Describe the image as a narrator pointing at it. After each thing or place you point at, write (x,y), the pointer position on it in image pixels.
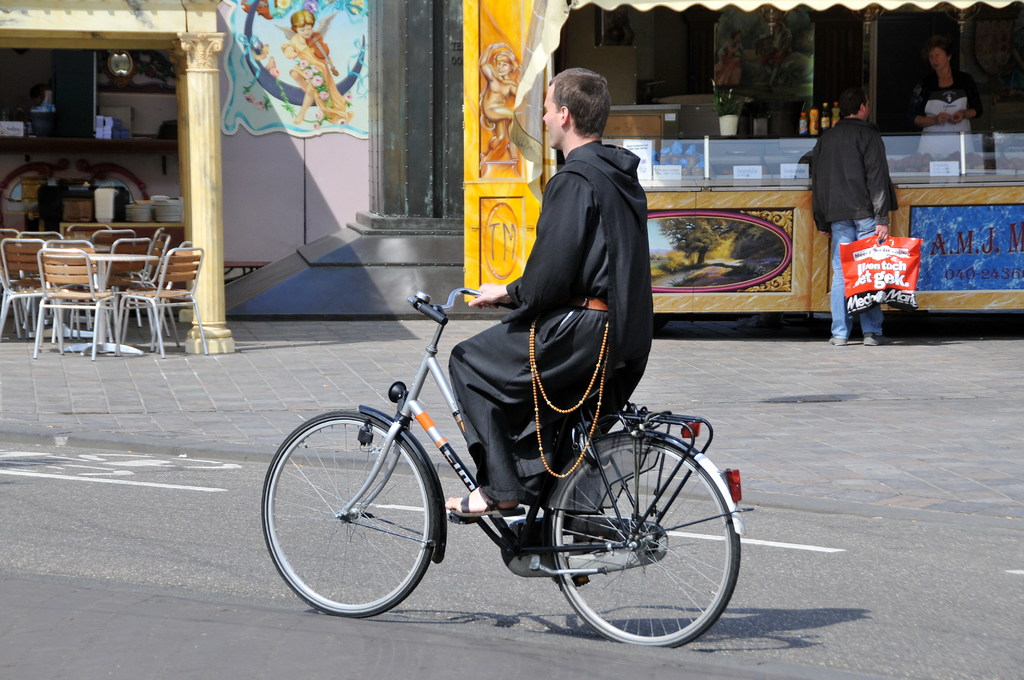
In this image I can see the person (532,356) riding the bicycle (601,511). To the right of this person (556,204) there are two stalls (279,138). In front of this stall (154,190) there is a table (130,347) and the chairs (113,303).
